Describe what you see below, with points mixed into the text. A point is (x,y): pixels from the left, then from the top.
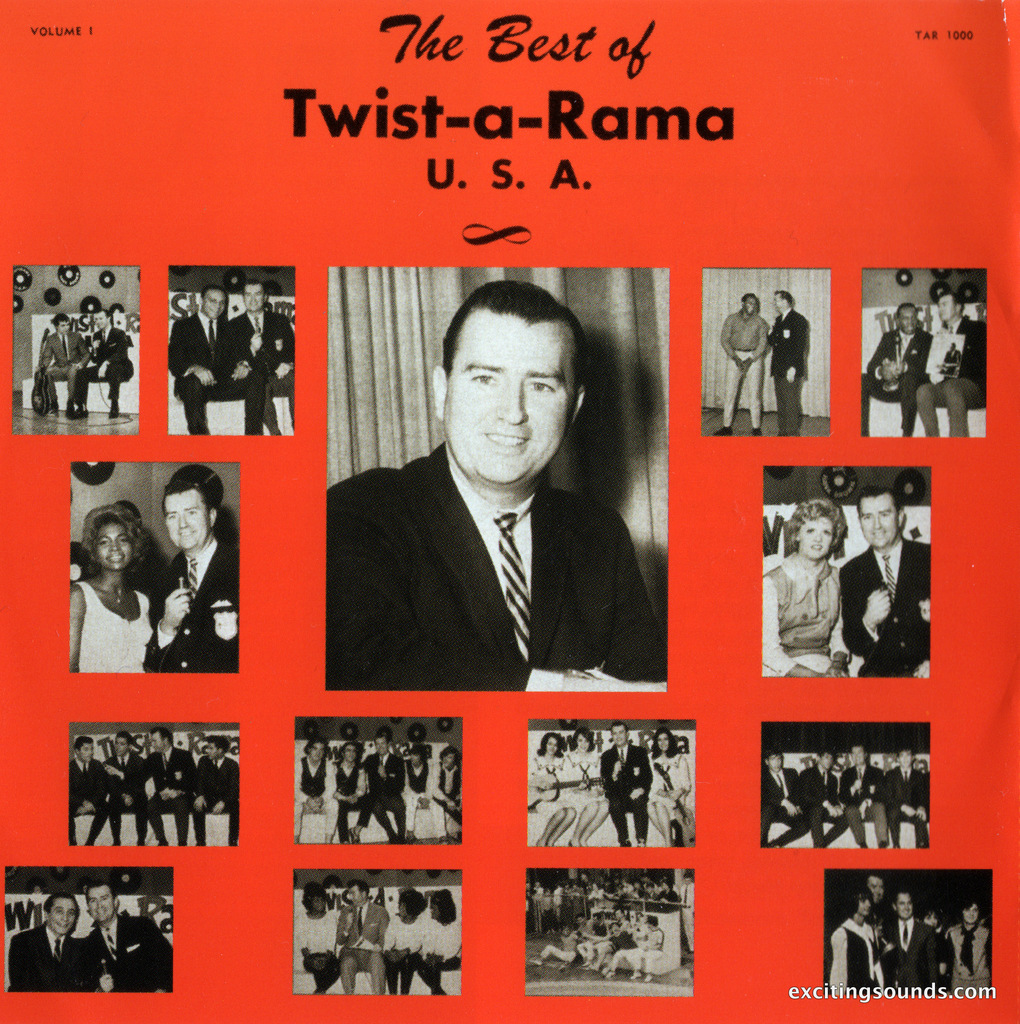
This picture consists of images of persons (119,607) visible on red color paper (52,848) and I can see there are few men (144,773) and women (594,762) visible together and they are smiling and I can see a text (503,50) at the top of the red color paper (572,200).
